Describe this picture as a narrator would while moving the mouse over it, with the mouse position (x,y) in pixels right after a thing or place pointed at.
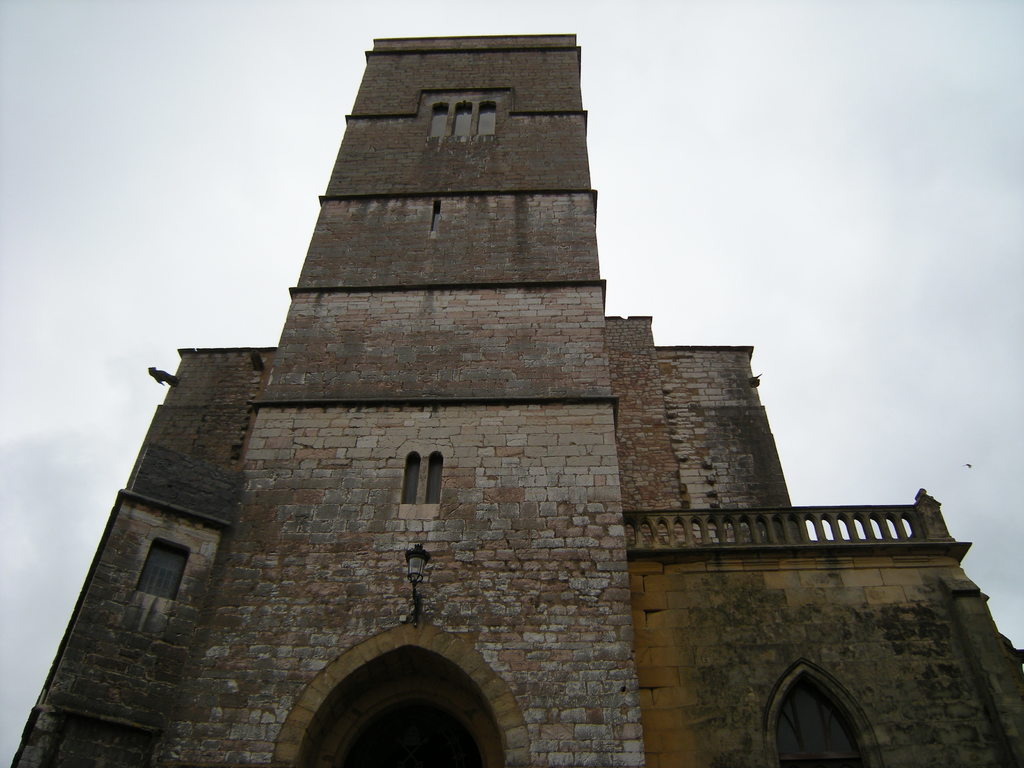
In this image I can see a building (480,510). At the top (800,126) I can see the sky (847,251).
